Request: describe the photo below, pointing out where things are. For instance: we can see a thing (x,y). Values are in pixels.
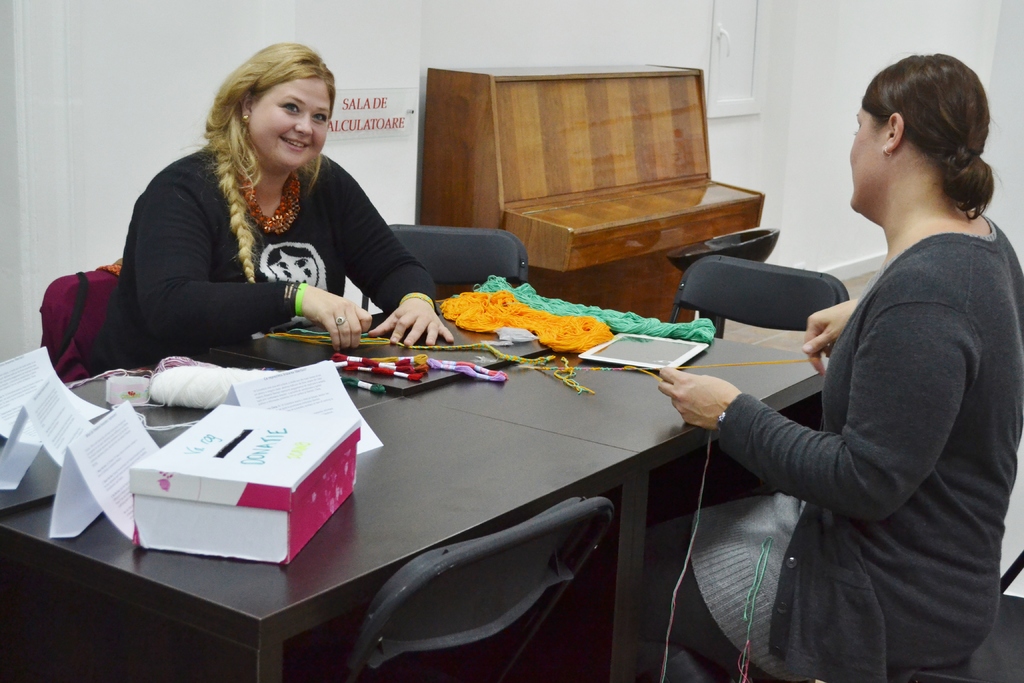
In this image I can see two women (971,461) are sitting on chairs (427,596), I can also see a smile (298,152) on her face (299,137). I can see few more chairs (706,267) and a table (481,475). On this table (466,416) I can see few papers (25,375), a device (641,346) and a box (262,517).
